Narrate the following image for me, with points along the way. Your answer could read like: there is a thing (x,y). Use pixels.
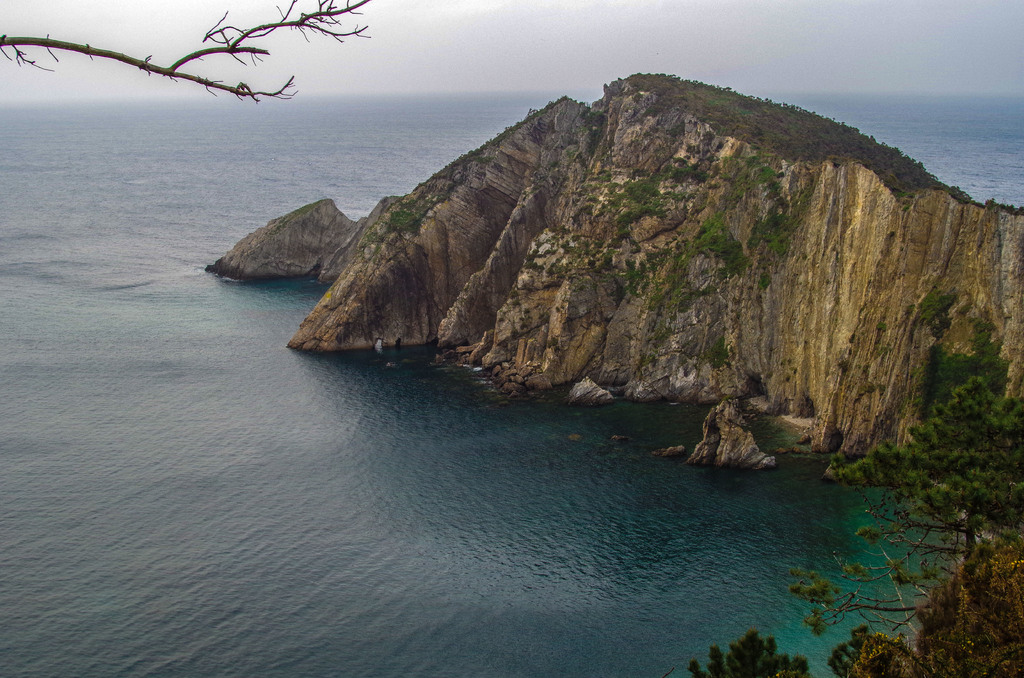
In this image there is a rock (605,265). At the bottom (956,606) there are trees (745,638). In the background (232,331) there is water (253,222) and sky (358,76).
